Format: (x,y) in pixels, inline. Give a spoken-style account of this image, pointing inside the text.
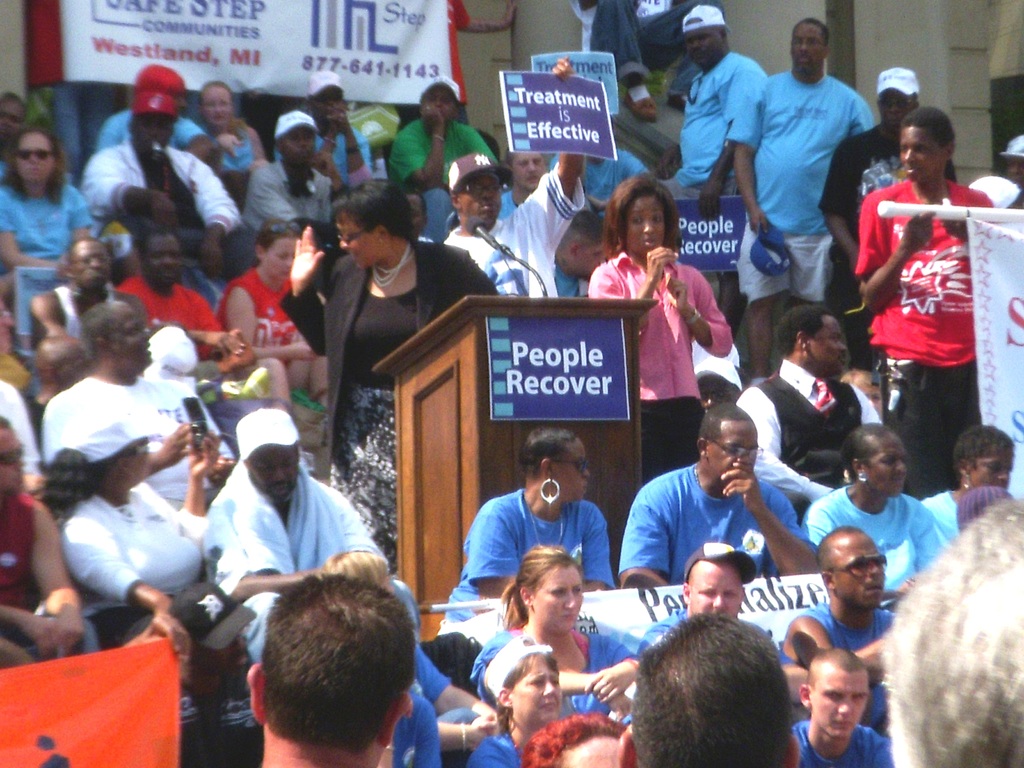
In the center of the image (392,331) there is a person (394,343) standing in front of the dais (481,306). On top of the dais (562,307) there is a mike (495,246). There are people (56,612) sitting on the stairs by holding the banners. On the right side of the image (865,204) there are people (890,264) standing by holding the banners (1018,271). In the background of the image (833,71) there is a wall (902,25) and there is a banner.
